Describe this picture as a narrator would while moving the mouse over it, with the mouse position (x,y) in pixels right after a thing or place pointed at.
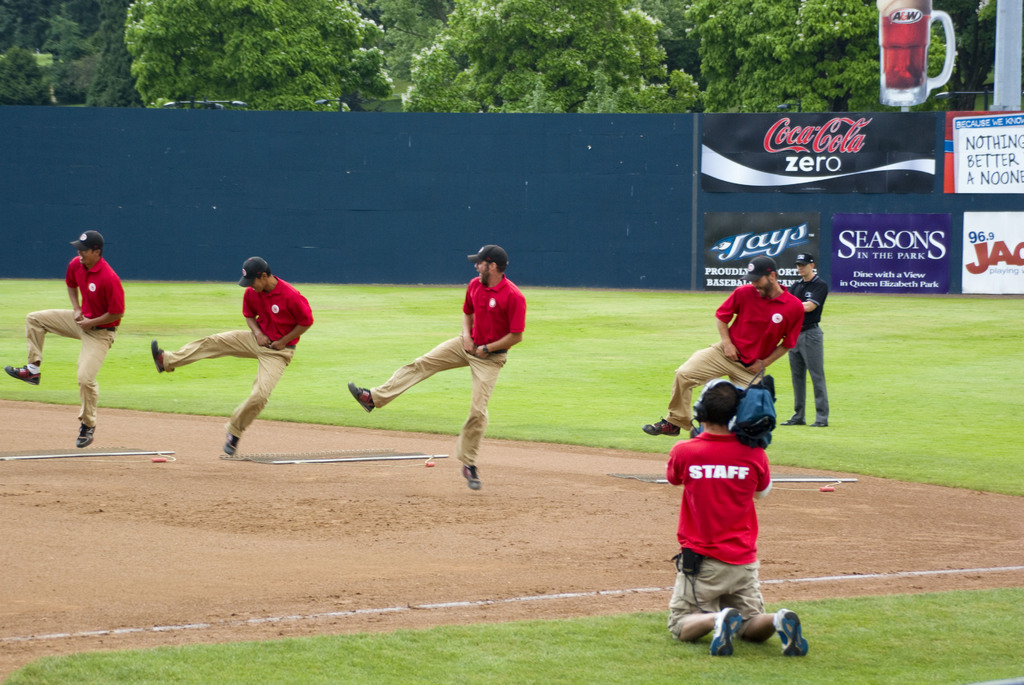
In this picture there are few persons (761,356) wearing red T-shirt (520,328) is in the air and there is a person (723,520) sitting on his knees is holding a camera (736,420) in front of them and there is a person (814,295) wearing black T-shirt (810,320) is standing behind them and there is a fence wall (379,179) which has few banners (872,225) attached to it and there are trees (501,91) in the background (503,88).
